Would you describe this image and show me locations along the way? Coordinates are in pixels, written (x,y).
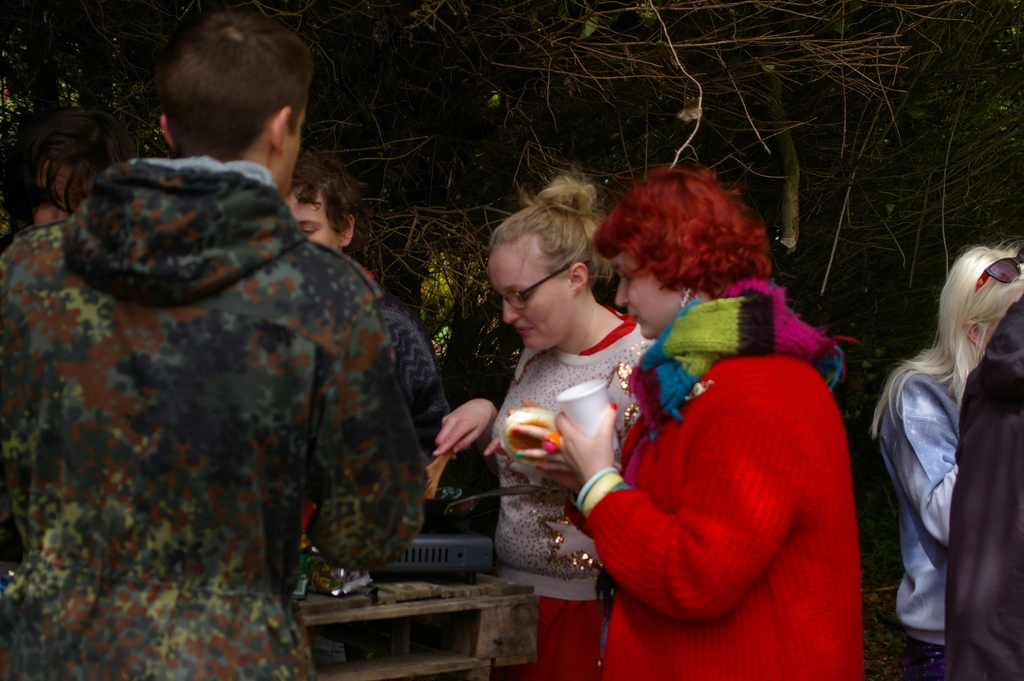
In this image I see few people (225,221) who are standing and I see that this woman (744,501) is holding a white color glass (603,409) in her hand (585,441) and I see a black color thing (452,555) over here and I see that this woman (684,485) is holding things (525,437) in her hands (481,424). In the background (434,204) I see the stems (182,8) on which there are leaves (428,295).
